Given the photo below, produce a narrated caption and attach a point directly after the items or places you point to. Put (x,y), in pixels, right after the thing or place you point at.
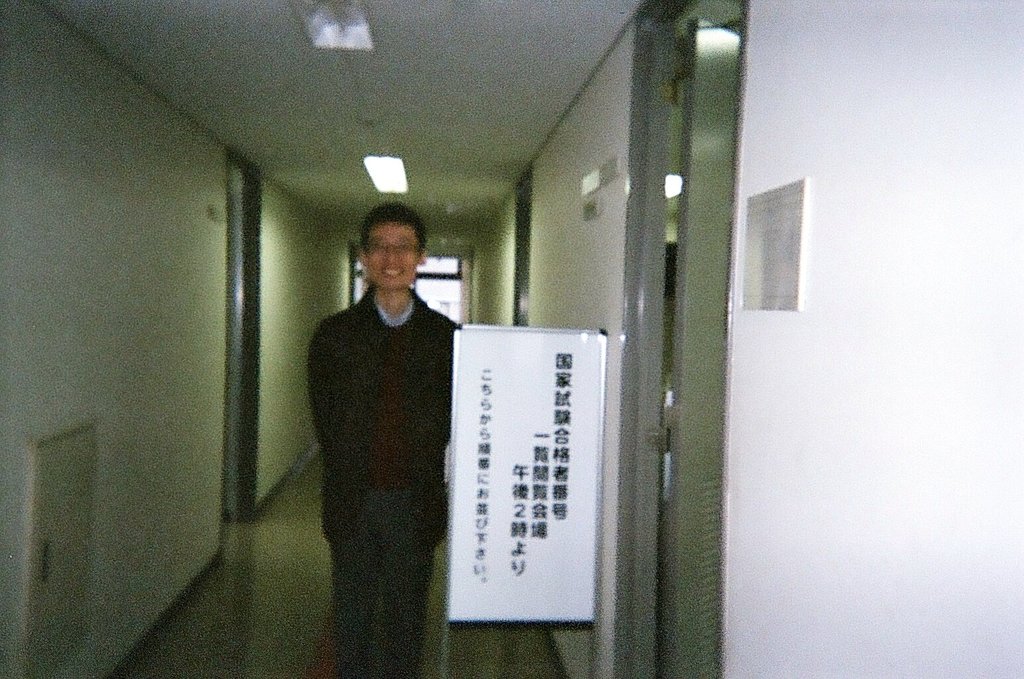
In this image I can see a person (402,536) wearing black colored dress (400,515) is standing and I can see a white colored board (538,509) beside him. I can see the white colored walls (22,314), few doors (241,279), the ceiling (475,65) and few lights (327,16) to the ceiling (355,105).
